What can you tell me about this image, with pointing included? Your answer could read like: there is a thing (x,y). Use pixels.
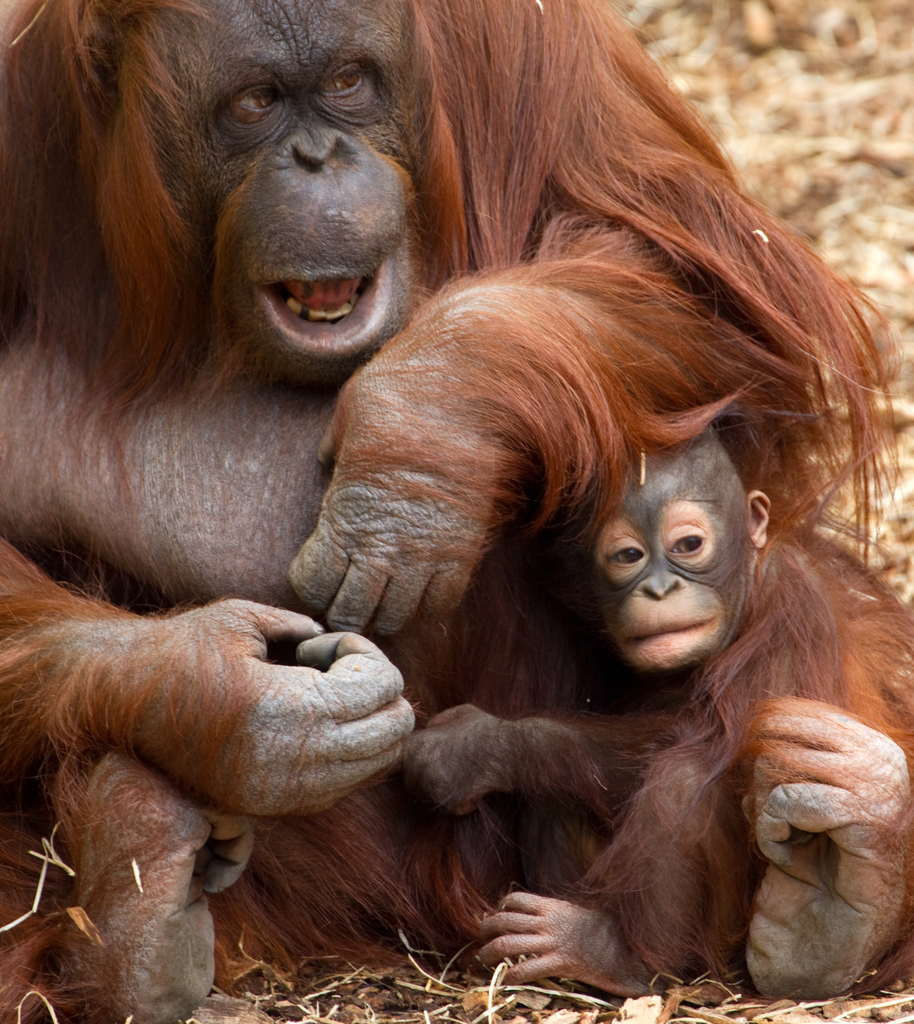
In this image we can see some animals (441,654) on the ground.
